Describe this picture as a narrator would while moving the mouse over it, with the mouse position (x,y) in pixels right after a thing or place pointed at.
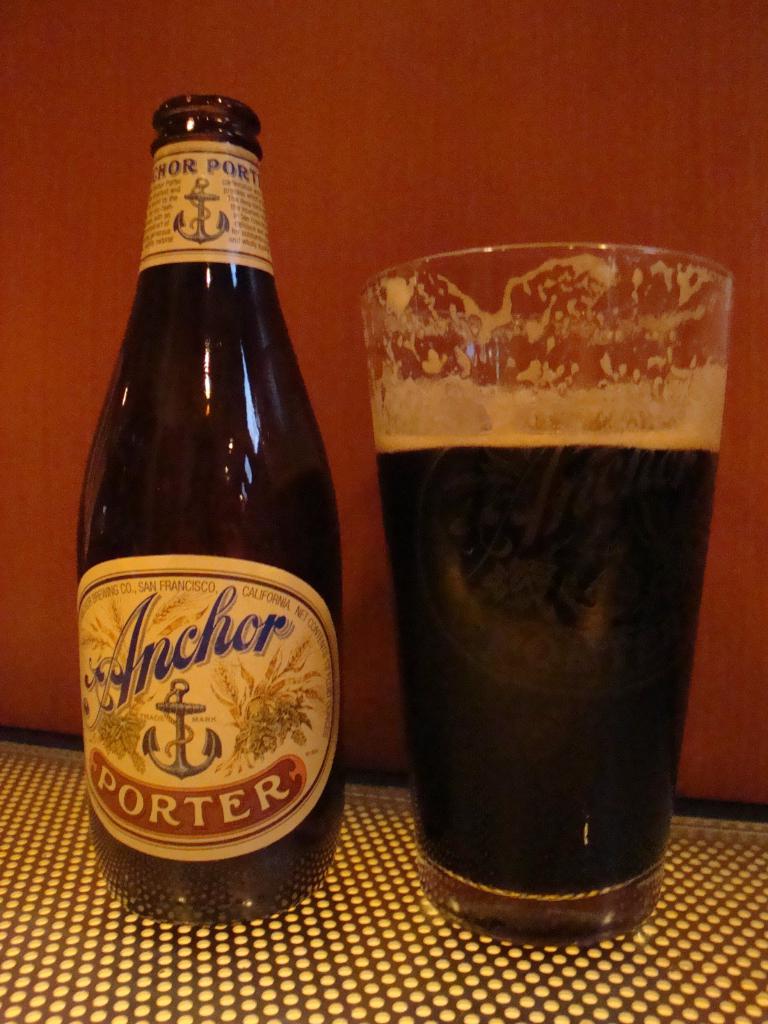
In this image we can see a glass (537,480) full of beer (482,404) and a bottle (234,670) on the surface (596,953). The background (341,213) is orange in color. There is a label (203,244) on the bottle (237,723).
